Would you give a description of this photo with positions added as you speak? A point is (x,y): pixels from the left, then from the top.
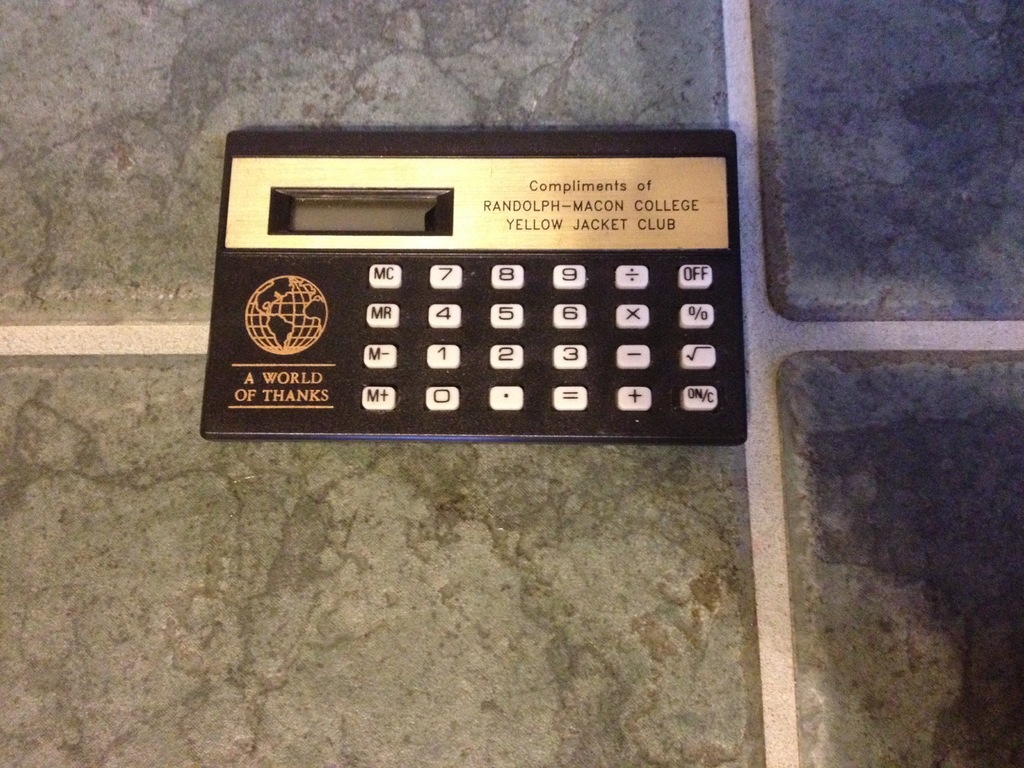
In the center of the image (529,320) there is a calculator (474,331) placed on the table (825,174).
